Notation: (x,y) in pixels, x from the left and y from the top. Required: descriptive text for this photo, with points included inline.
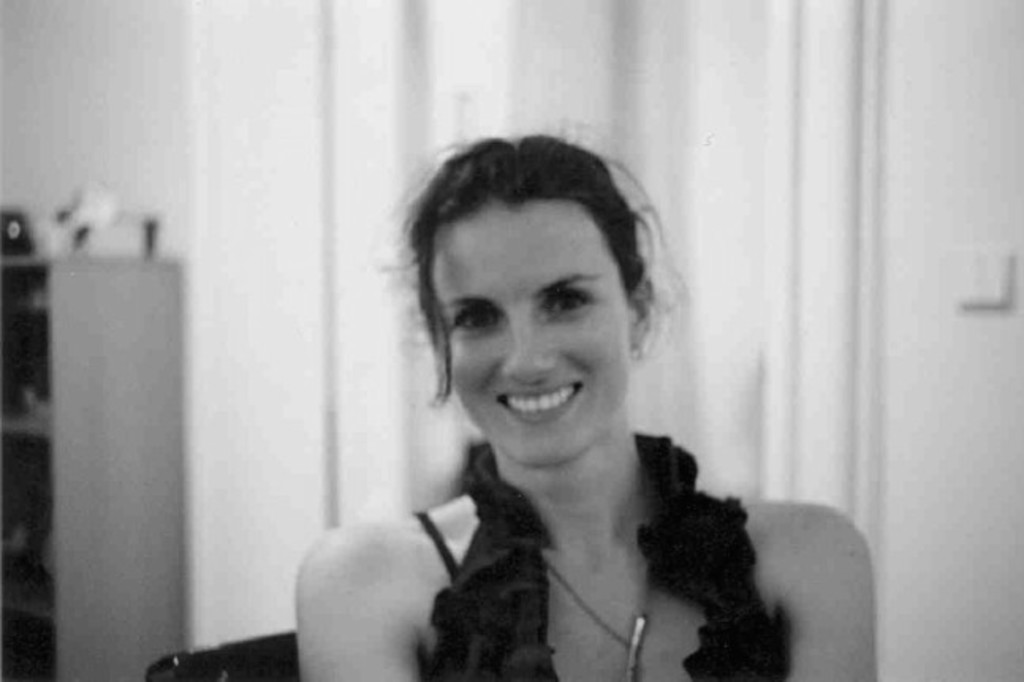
This is a black and white image where we can see a woman (496,606) wearing a dress (470,671) is smiling. In the background (112,177), we can see the wall (211,166) and a cupboard (182,491) on which we can see some things (87,244) are kept.
